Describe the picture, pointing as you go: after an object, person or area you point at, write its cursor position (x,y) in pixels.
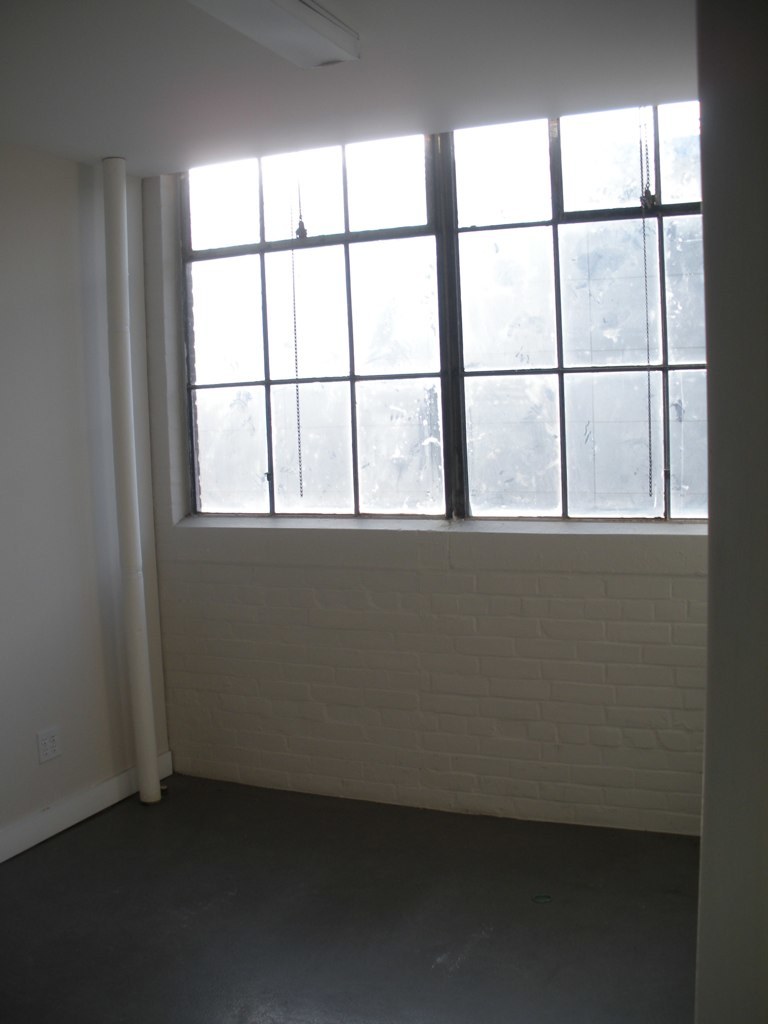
In this image I can see the interior of the room (384,903) in which I can see the floor (333,961), few white colored walls (343,718), a pipe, the ceiling (345,94), a light (269,24) to the ceiling (252,58) and the window (390,316).
